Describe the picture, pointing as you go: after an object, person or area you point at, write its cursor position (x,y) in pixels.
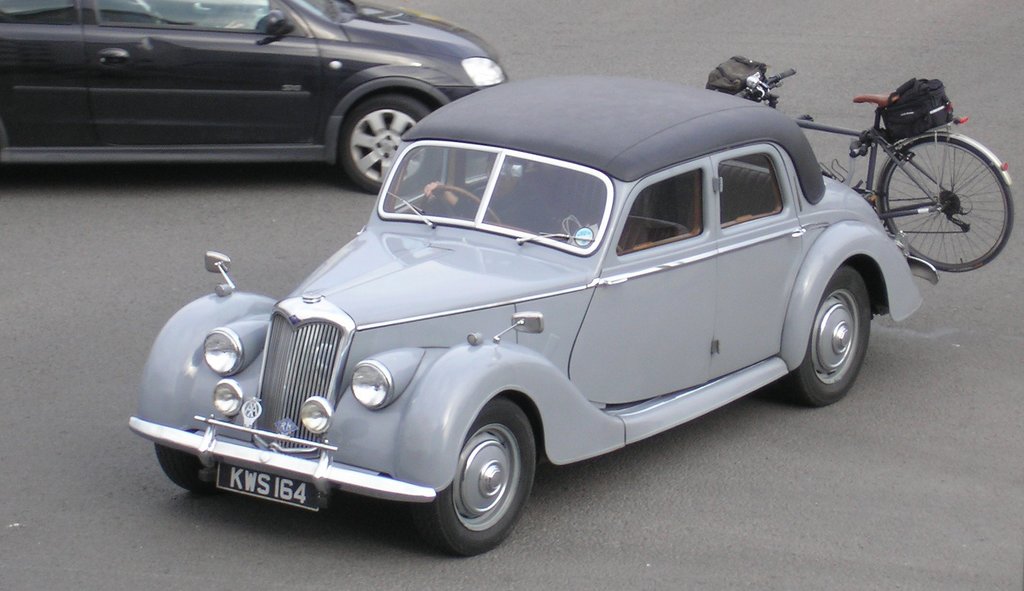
In this picture I can see couple of cars (566,240) and I can see a bicycle (970,246) on the road (1010,7).
